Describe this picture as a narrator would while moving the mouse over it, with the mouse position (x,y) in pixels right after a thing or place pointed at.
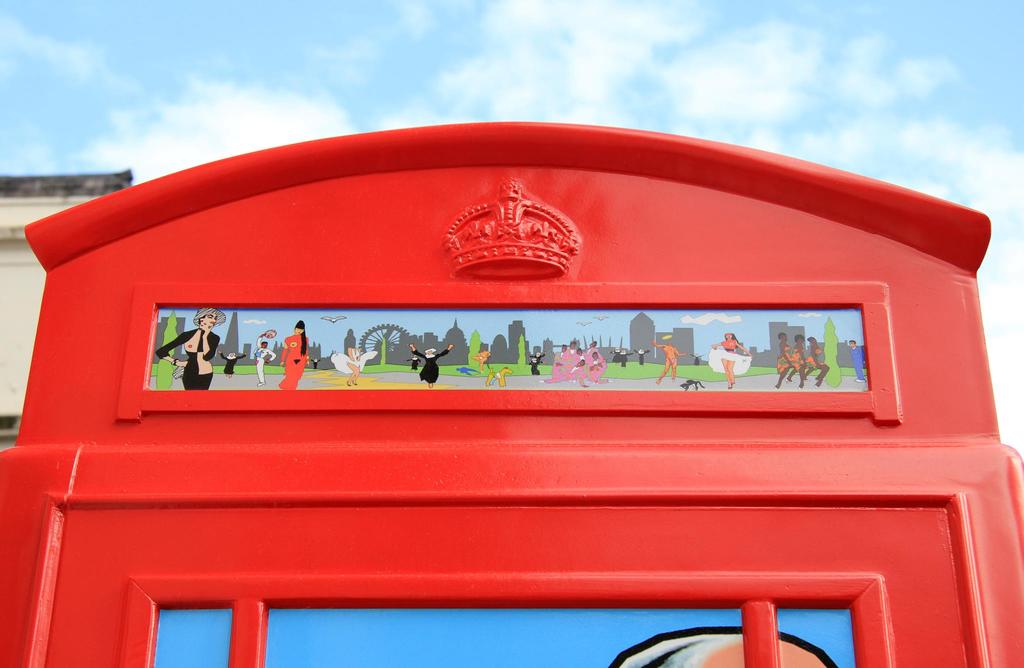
Here we can see an architecture (690,257) which is in red color and there are cartoon images (491,352). In the background (662,68) we can see sky (867,68).
